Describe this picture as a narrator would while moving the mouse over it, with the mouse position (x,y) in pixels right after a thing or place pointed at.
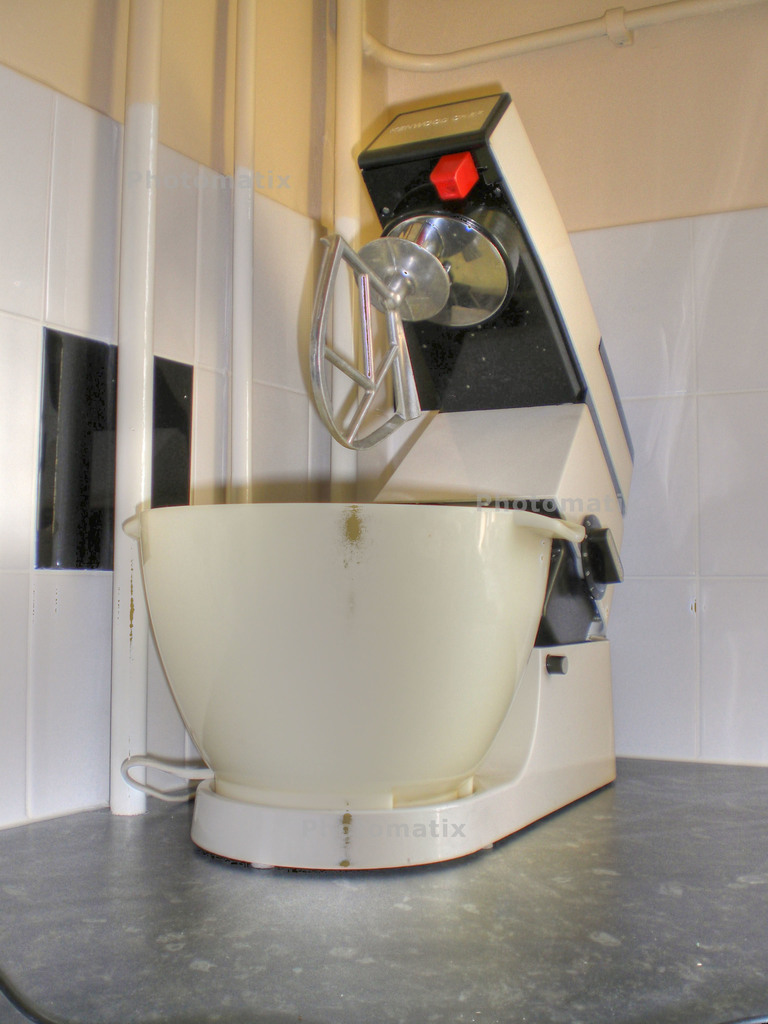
In this image we can see a machine (469,763) on a platform (264,1007). In the background (207,393) we can see pipes (123,268) and wall (290,454).
